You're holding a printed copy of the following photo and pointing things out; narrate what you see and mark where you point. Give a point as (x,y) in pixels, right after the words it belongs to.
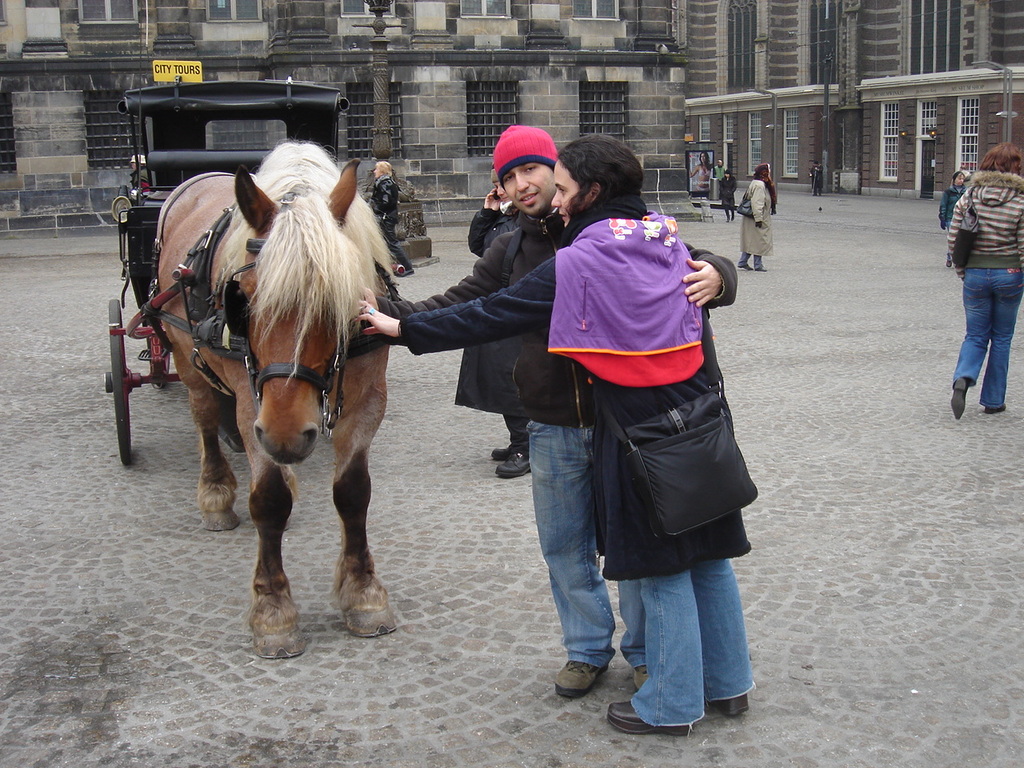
In the image in the center (552,299) we can see two people (634,272) were standing and one of the person (632,318) looking at horse cart (266,279). And on the right side (997,246) one lady (1001,260) is walking, and back of them they were some people (752,183) and some poster (710,156). And we can see the building (552,50) and wall (617,66). And in front (646,344) one person (629,339) she is carrying one bag (699,430) which is in black color.
